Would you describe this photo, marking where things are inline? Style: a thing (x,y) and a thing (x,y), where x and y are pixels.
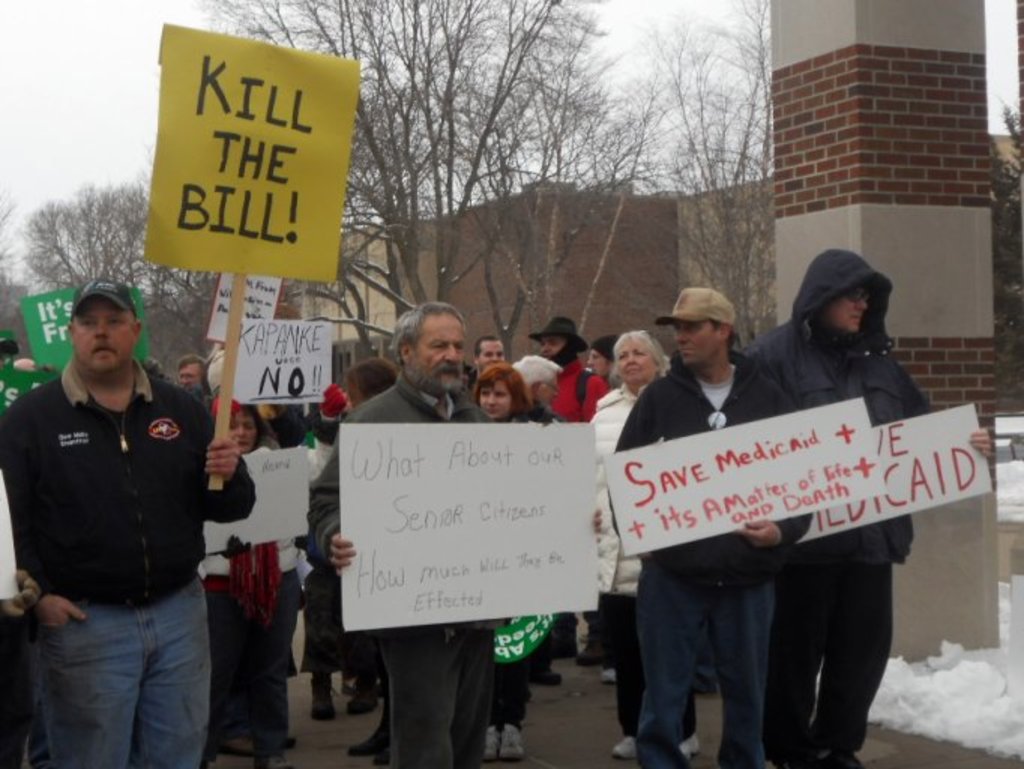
In this image there are a few people (231,437) on the road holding placards (358,429), there are few trees (598,178), a building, a stone pillar (902,315), snow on the ground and the sky (35,21).
